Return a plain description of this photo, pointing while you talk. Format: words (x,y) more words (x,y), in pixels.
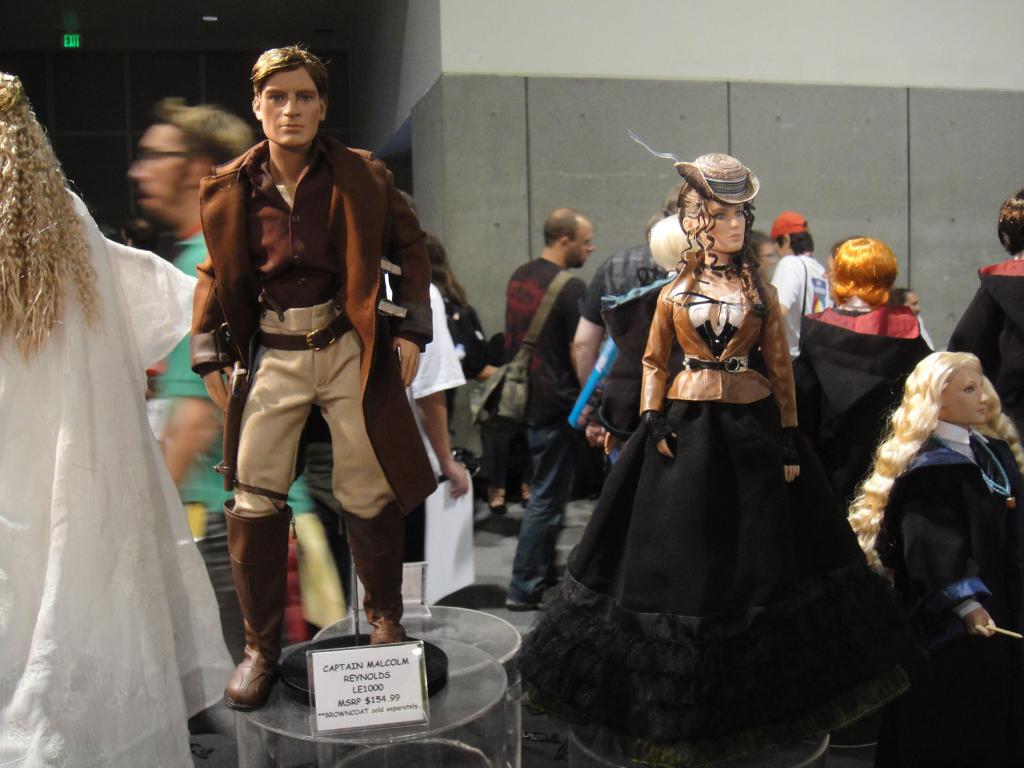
In the image we can see there are human toys (673,329) kept on the table (445,702) and they are wearing costumes (750,529). Behind there are people (196,205) standing on the floor (505,591).
